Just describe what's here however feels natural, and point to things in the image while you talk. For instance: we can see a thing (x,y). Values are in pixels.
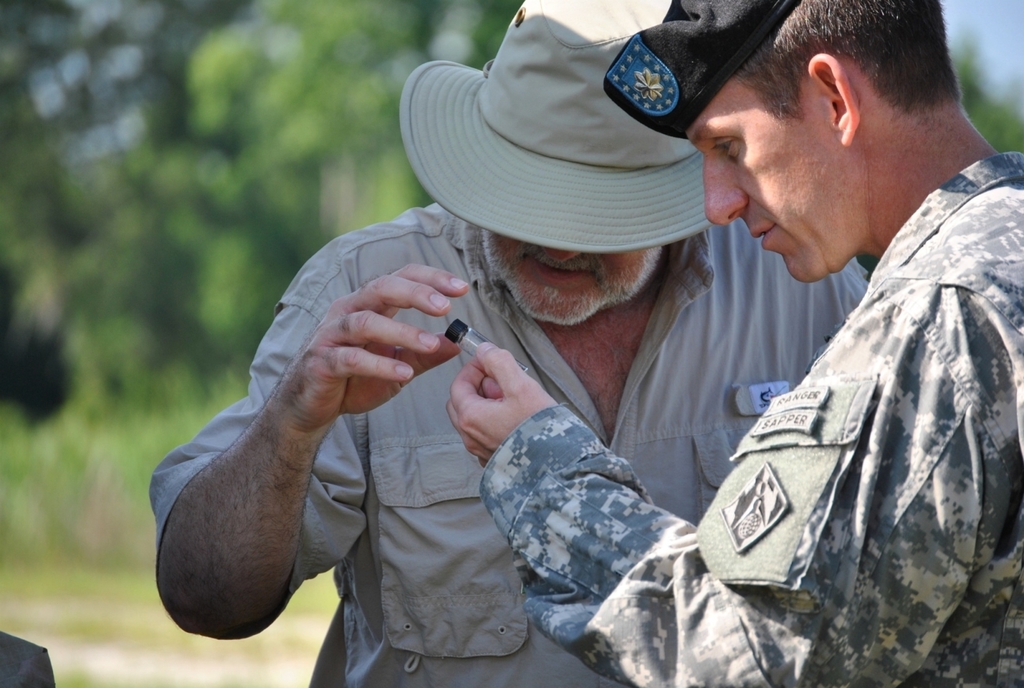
In this image we can see many trees (251,169) in the image. There are two people (705,353) in the image. A person (890,432) is holding an object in the hand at the side of the image.
